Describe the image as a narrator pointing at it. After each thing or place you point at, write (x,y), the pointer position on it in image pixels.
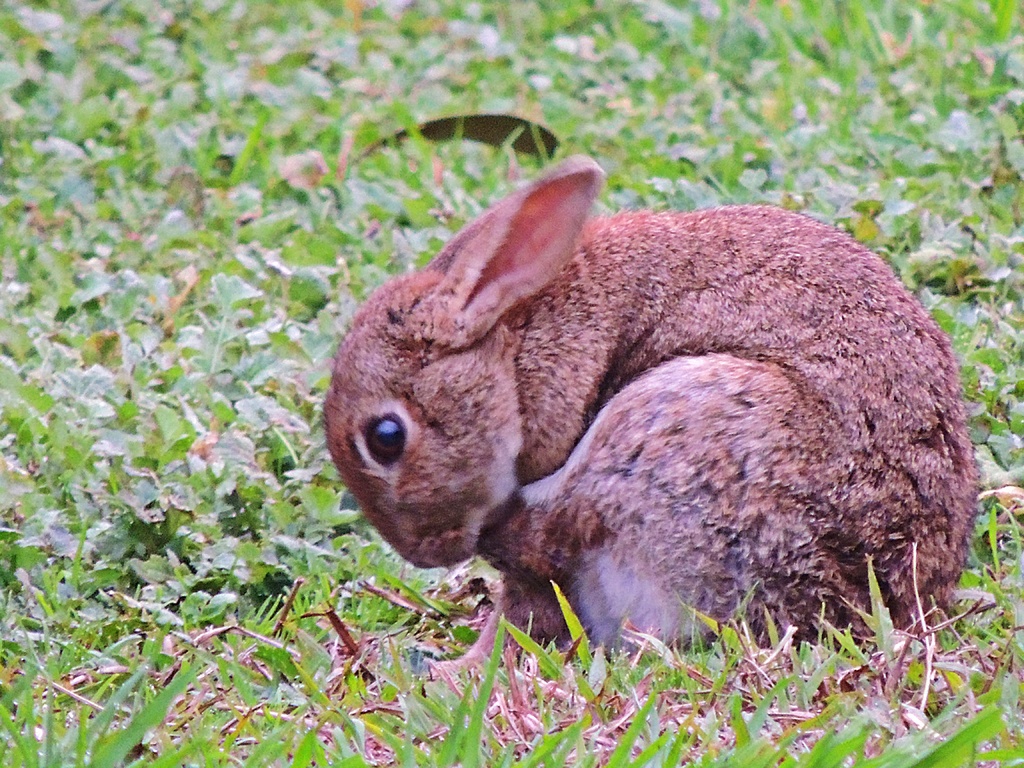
In this image we can see a rabbit (958,532) and there are some plants (714,127) and grass (268,752) on the ground (120,462).
